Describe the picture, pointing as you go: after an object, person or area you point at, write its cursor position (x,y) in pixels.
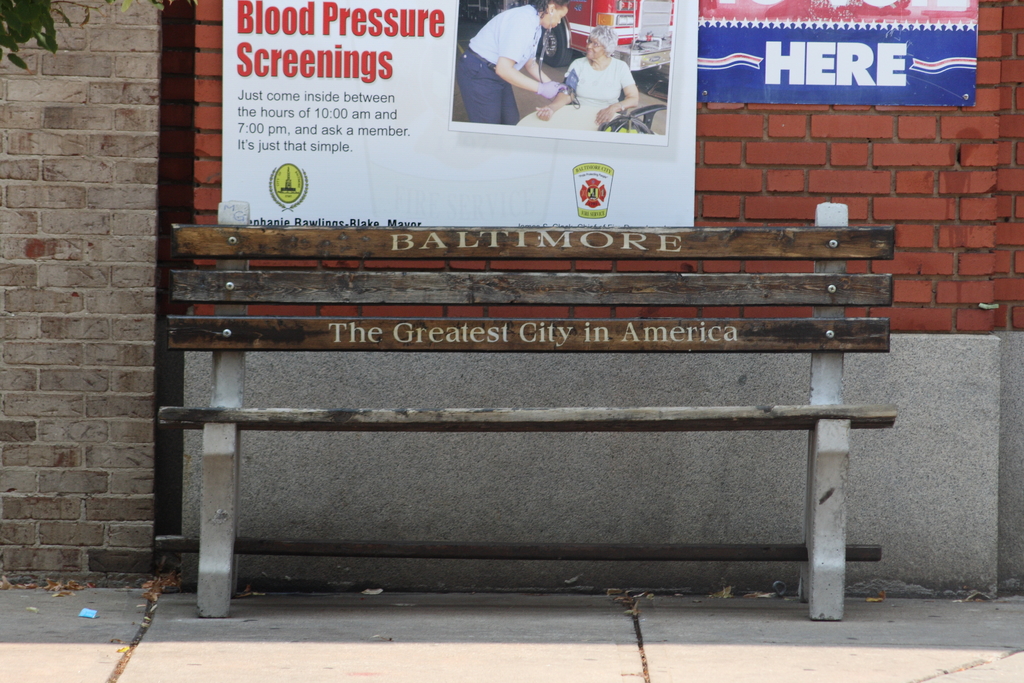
In this image I can see a bench (760,236), on the bench (387,300) I can see a text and back side of the bench (829,238) I can see the wall (904,154) and a notice paper (428,70) attached to the wall (157,123), on the notice paper (293,61) I can see the text (288,31) and images of persons (494,103) and I can see in top left (43,46) leaves (43,46) visible.
